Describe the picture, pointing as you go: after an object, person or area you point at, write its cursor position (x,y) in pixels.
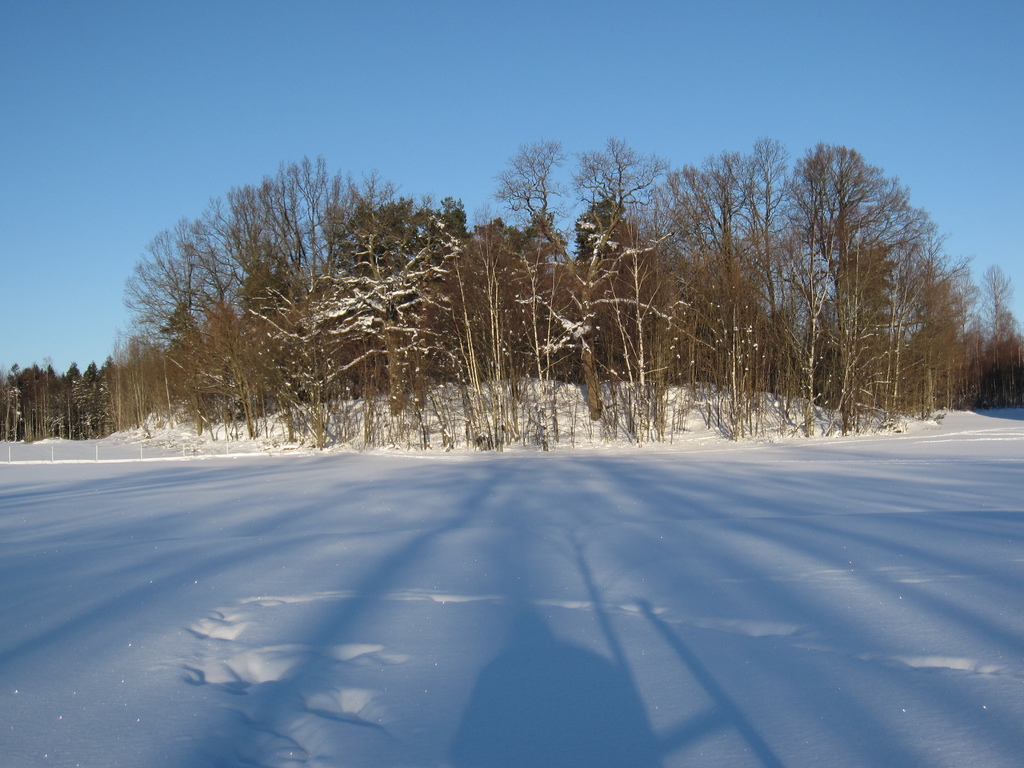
In this image I can see an open land (290,517) covered with snow (421,602) and in the background (232,314) I can see number of trees (605,273) and the clear sky (427,177).
